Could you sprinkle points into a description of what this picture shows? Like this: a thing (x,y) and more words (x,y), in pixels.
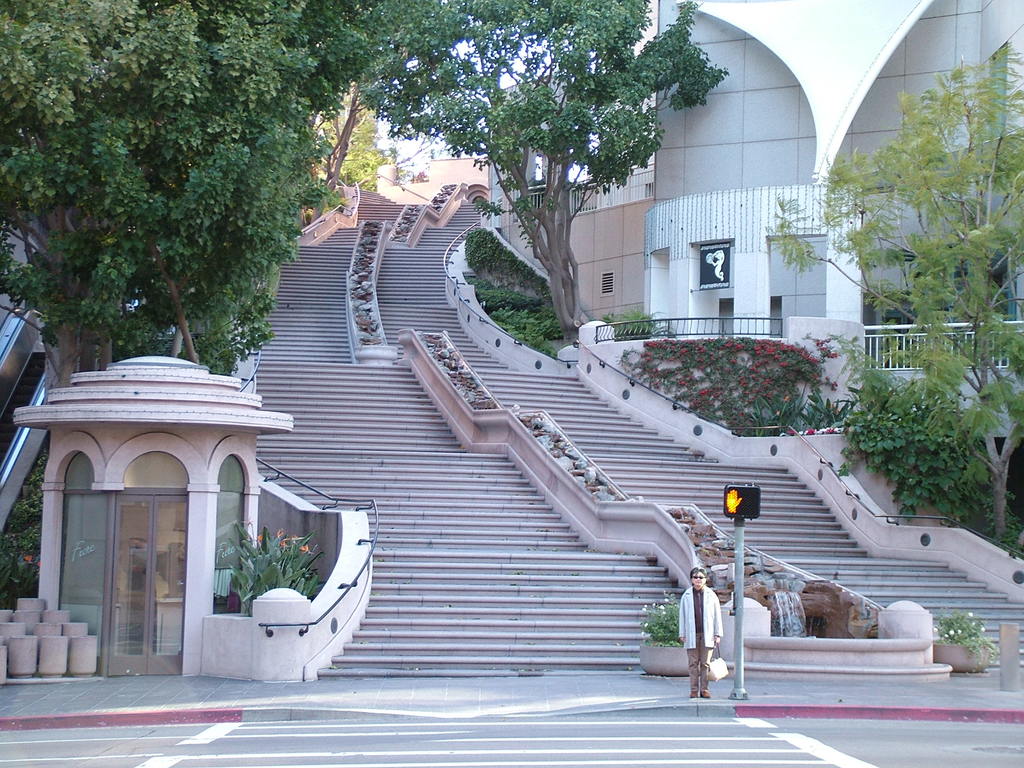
There is a person (713,640) standing and holding bag (715,655), beside this person (711,621) we can see board (746,497) on pole (741,600). We can see steps (571,592), plants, trees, wall (346,512) and sky (407,164).
